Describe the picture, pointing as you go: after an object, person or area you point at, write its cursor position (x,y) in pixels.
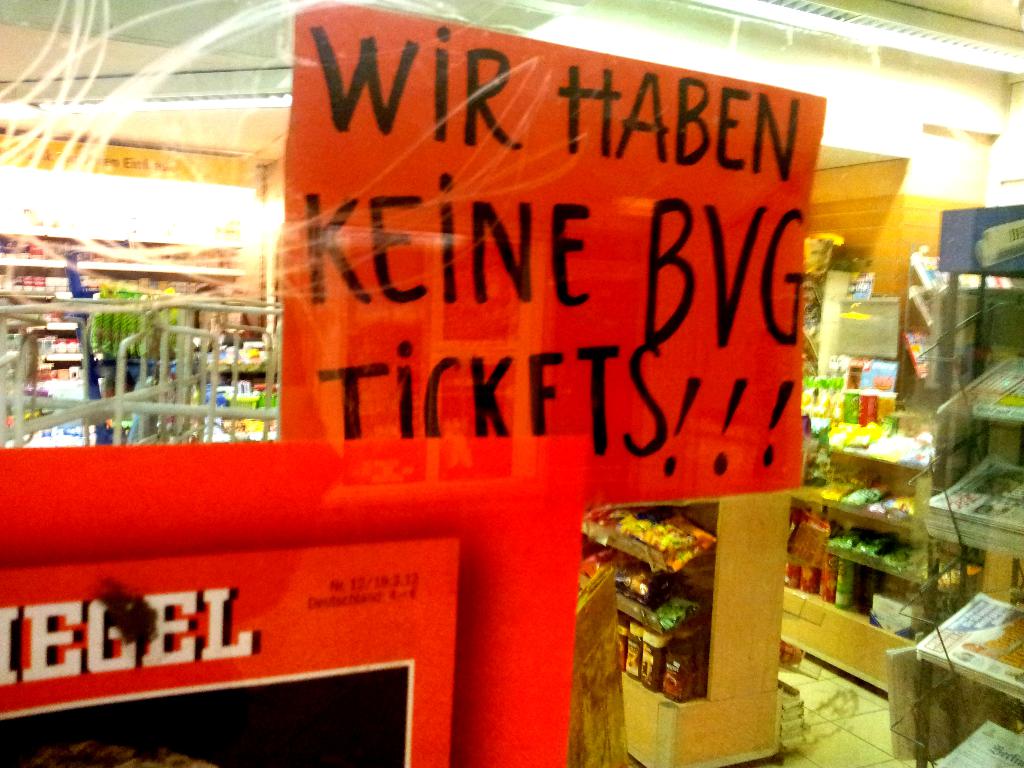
In this picture we can see a store (944,401), there is a glass (944,401) in the front (878,89), we can see a paper (643,484) pasted on the glass (954,326), in the background (893,484) there are some racks (893,484), we can see some things (880,387) present on the racks (880,471), we can see lights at the top of the picture (879,48).
